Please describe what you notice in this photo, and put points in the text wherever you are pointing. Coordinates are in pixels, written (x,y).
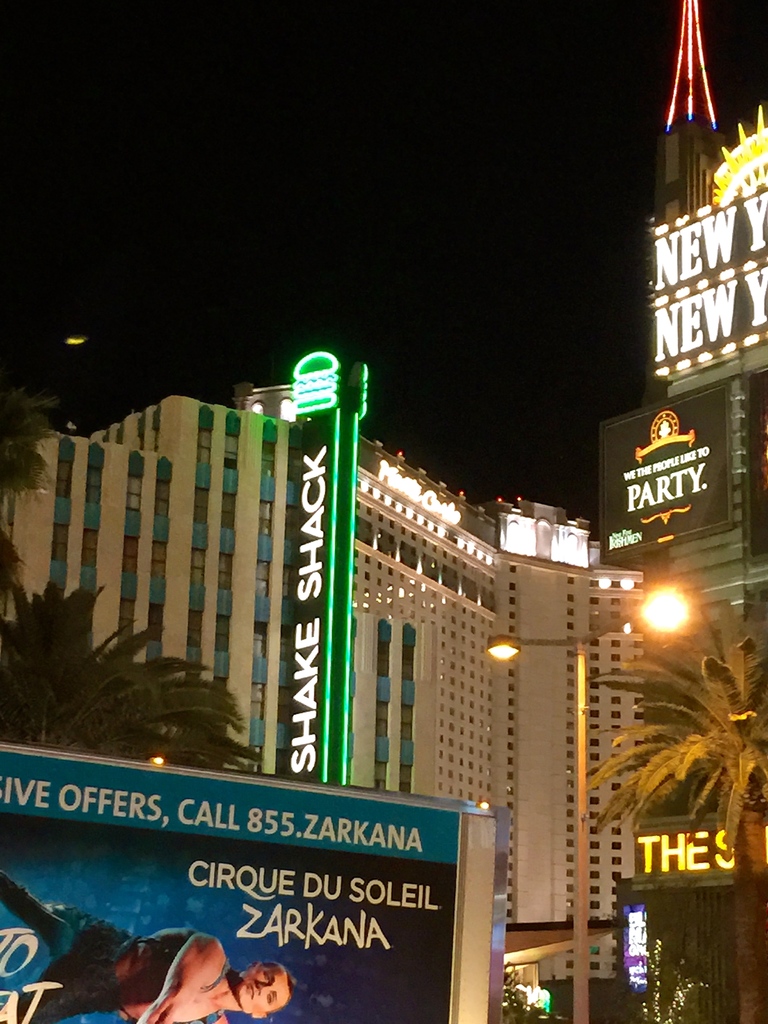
As we can see in the image there are buildings (430,625), lights (502,648), trees (751,774), banner (201,839) and at the top (423,157) there is sky (522,222). The image is little dark.
